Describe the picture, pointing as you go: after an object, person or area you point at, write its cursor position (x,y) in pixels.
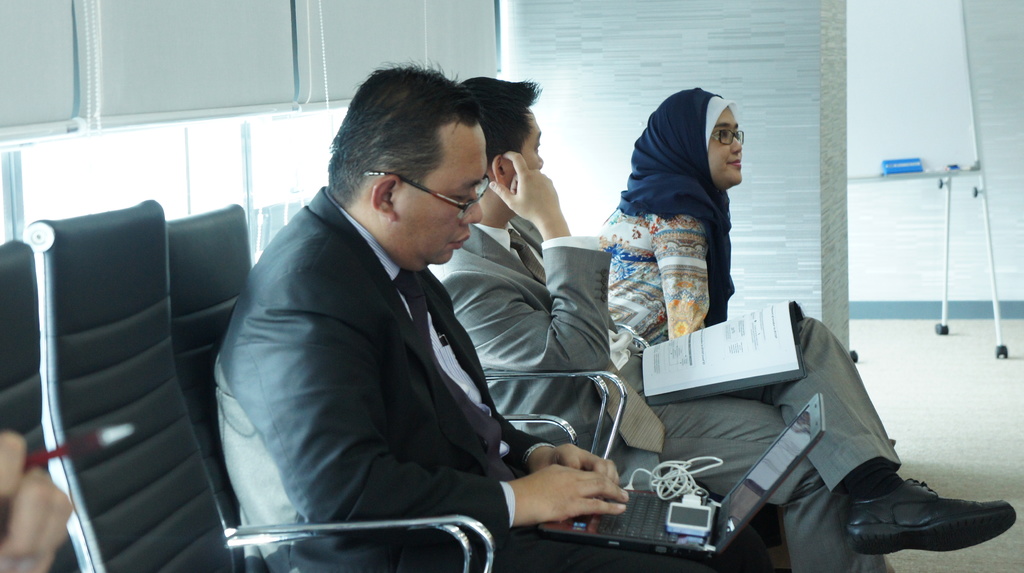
In this image I can see three people (439,338) sitting on the chairs (463,540). I can see one person (510,540) with laptop (623,525) and wires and an another person (631,355) with the book (669,376). In the background (233,37) I can see the window blinds (266,72) and the board (935,160).
